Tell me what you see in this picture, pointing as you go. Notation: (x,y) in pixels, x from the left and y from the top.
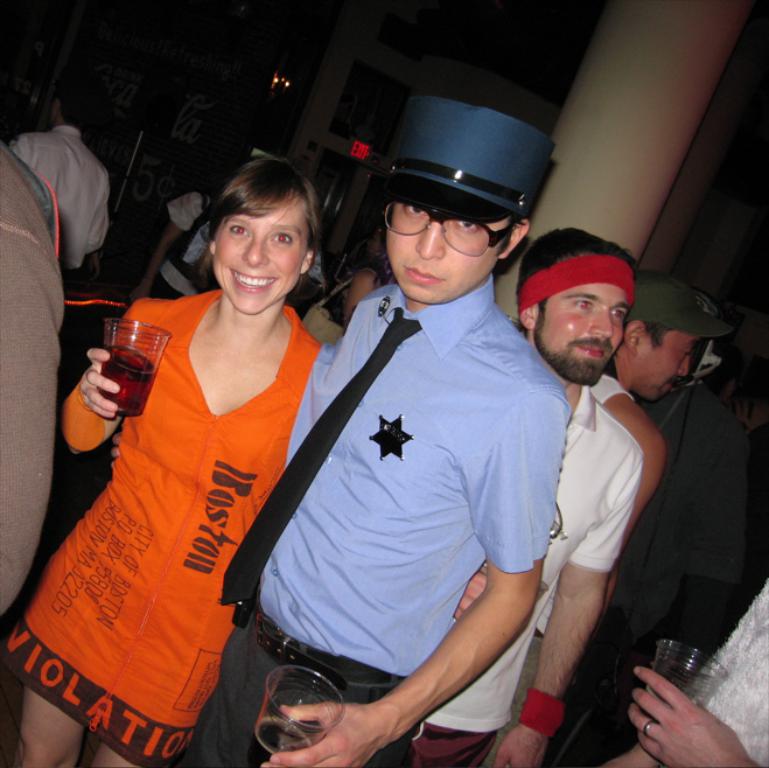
In this image I can see a man (550,417) is there, he wore tie (344,417), shirt (483,432), cap (472,188). Beside him there is a woman (283,388), she wore orange color dress (187,537), holding a wine glass (137,398) in her hand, there are people (684,445) around them.
